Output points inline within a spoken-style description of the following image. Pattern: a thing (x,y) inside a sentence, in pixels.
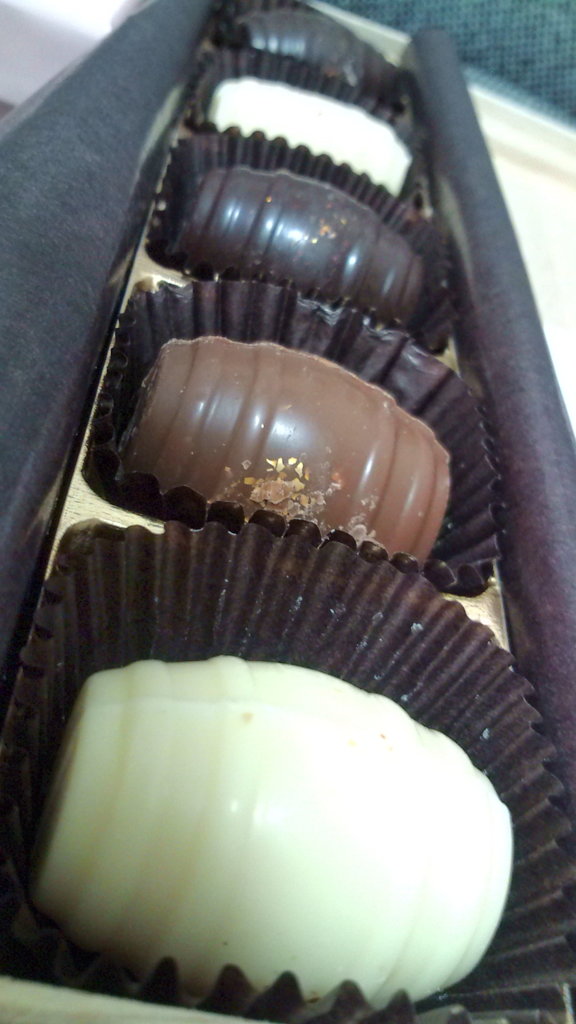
In this image there are few chocolates (267,475) in a wrapper (247,310).
